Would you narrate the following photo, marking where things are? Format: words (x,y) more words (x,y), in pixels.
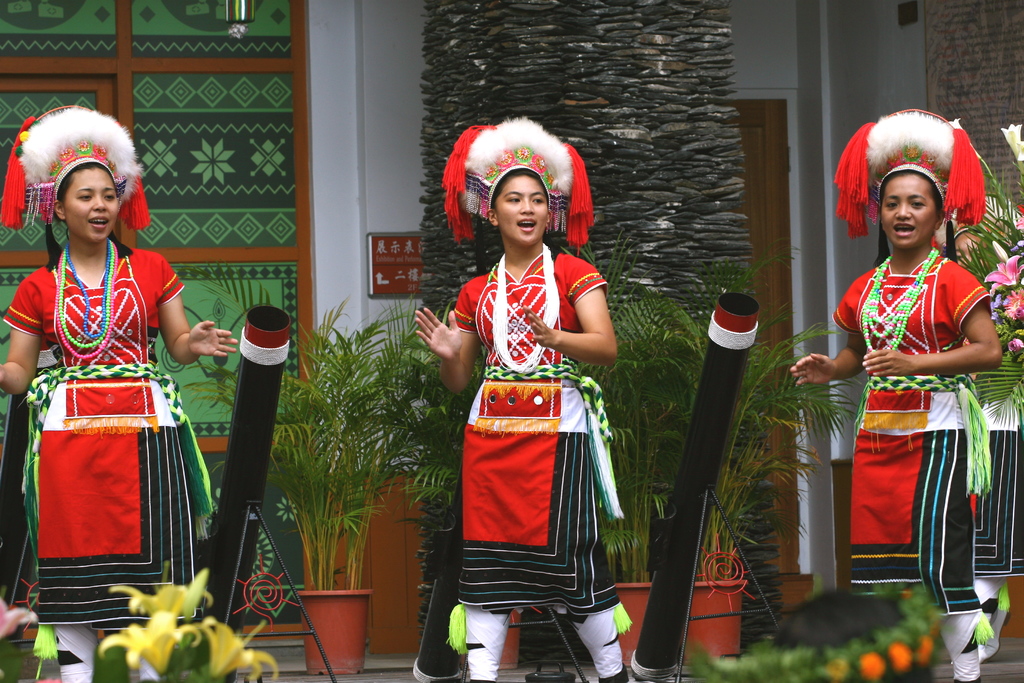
In the image there are three women (949,496) in the foreground (603,394), they are wearing matching costumes (934,454) and around them there are plants (427,396) and other objects (692,583), in the background (324,147) there is a wall (325,85) and on the right side (1001,465) there is another person (1001,484).
